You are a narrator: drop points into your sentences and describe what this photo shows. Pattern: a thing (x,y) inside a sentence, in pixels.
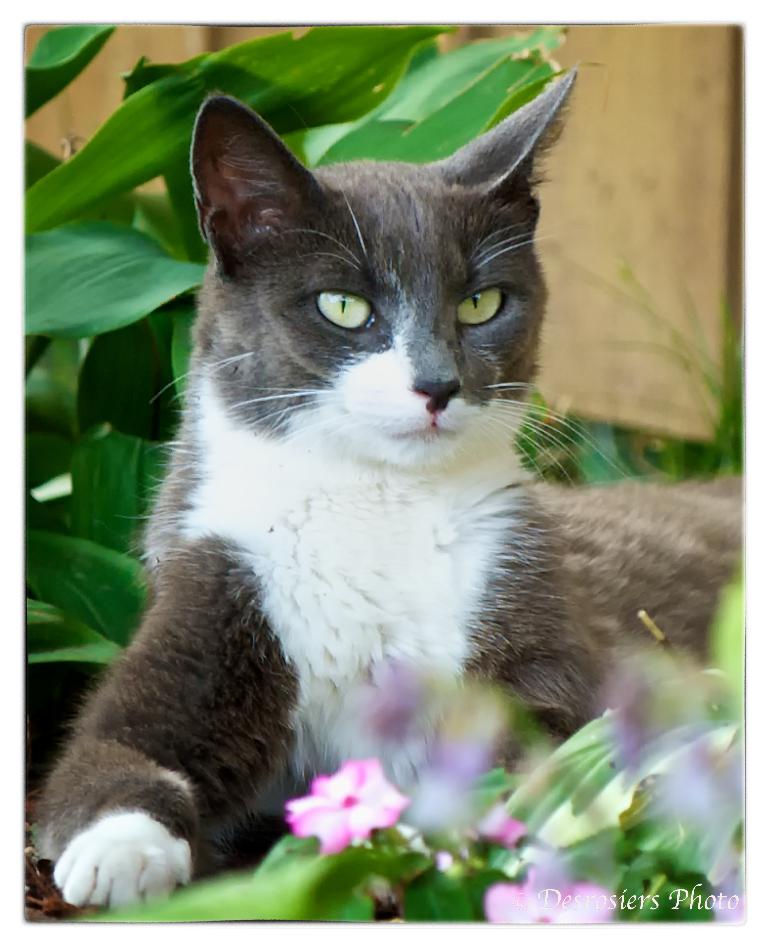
In this image I can see the cat (366,559) which is in black, brown and white color. In-front of the cat (167,865) I can see the pink color flowers (582,889) to the plant (478,883). I can see another plant (171,263) and the cream color background (605,360).
